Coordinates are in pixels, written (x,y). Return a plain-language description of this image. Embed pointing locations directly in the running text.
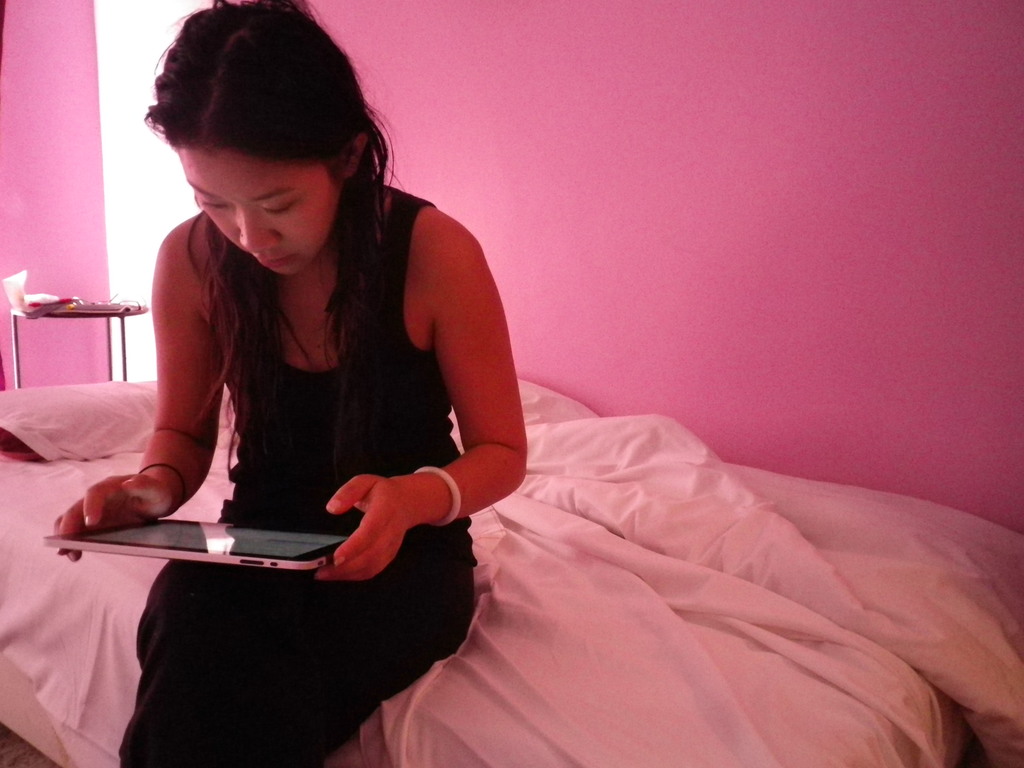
This picture shows a woman (211,32) seated and holding a iPad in her hand (362,556) and we see a bed (594,464) and pillow (147,385).
